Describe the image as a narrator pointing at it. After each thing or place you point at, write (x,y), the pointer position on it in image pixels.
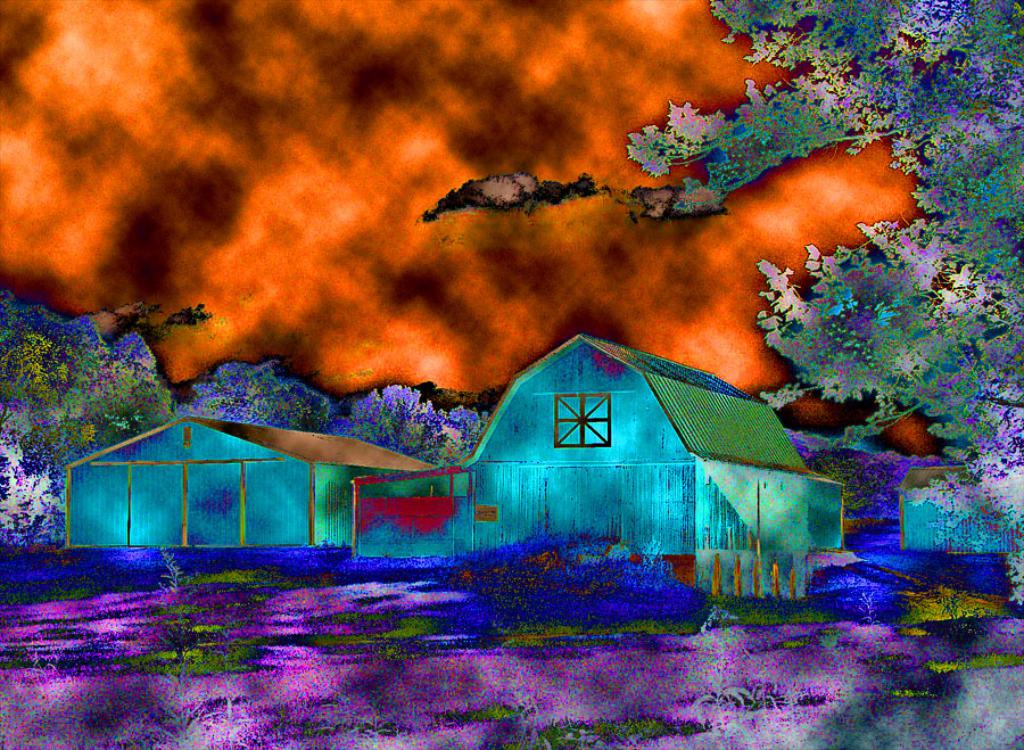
This is a picture of the painting (501,450), in this image we can see houses (395,468), trees (790,42) and grass (369,591) on the ground (287,655), in the background (466,226), we can see the sky (455,227) with clouds (447,227).
